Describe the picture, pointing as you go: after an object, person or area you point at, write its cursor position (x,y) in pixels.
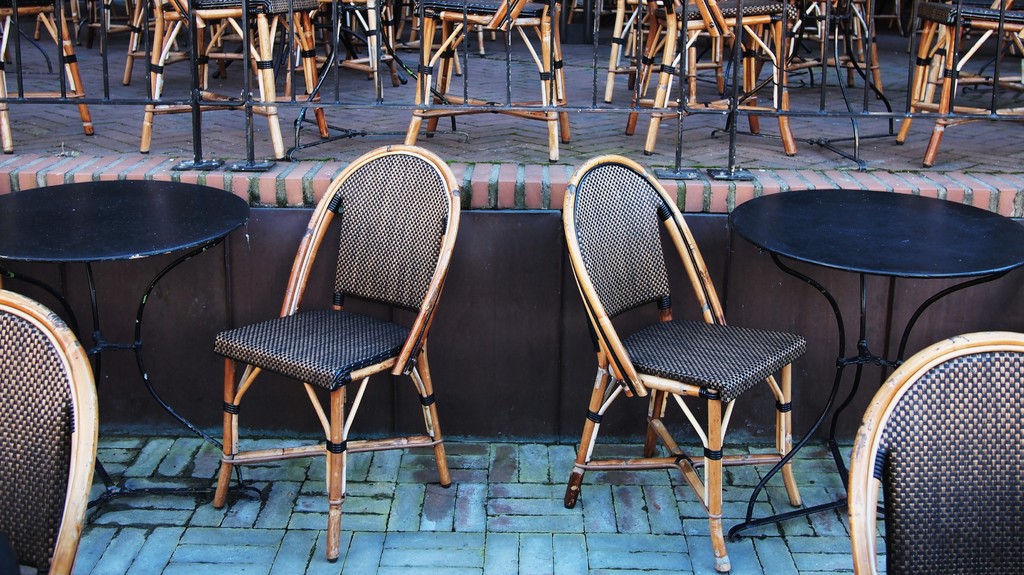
This image is taken outdoors. At the bottom of the image (321,535) there is a floor (178,502) and there are a few empty chairs (607,287) and tables (114,242) on the floor (355,453). At the top of the image (242,143) there is a stage (599,154) and there are many chairs (71,54) and tables (397,58) on the stage (816,55).
